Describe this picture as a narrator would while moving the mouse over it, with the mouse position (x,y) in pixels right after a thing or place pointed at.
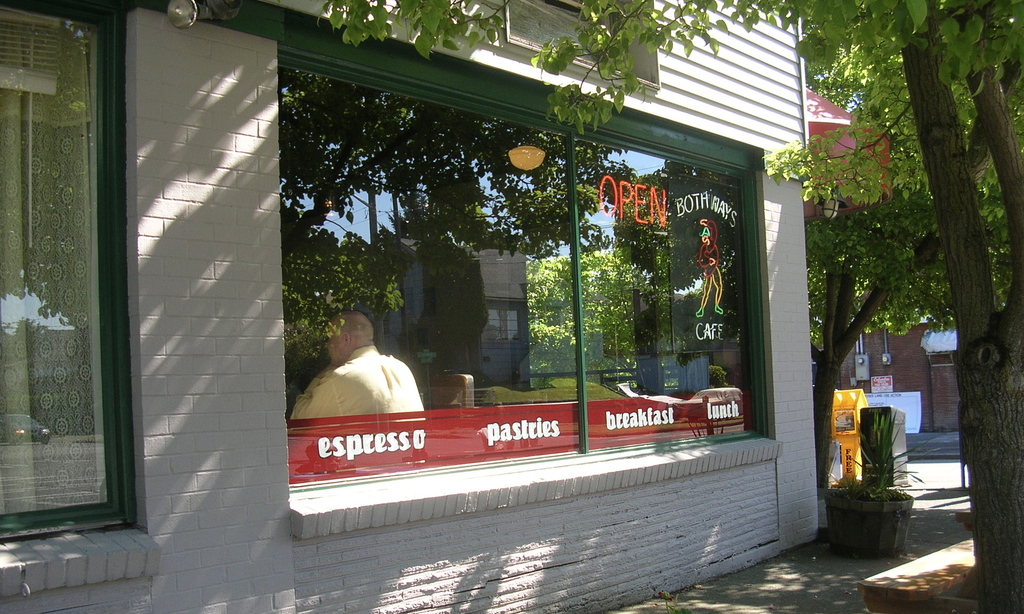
In this image in front (168,45) there is a building (416,499). There are glass windows (381,407) through which we can see a person (350,380) sitting on the chair (448,394). On the right side of the image (940,329) there are trees (962,313). There is a flower pot (875,508). There are newspaper boxes (846,455). On the right side of the image (929,461) there is a road (939,461). In the background of the image (919,363) there is a building (917,355).
